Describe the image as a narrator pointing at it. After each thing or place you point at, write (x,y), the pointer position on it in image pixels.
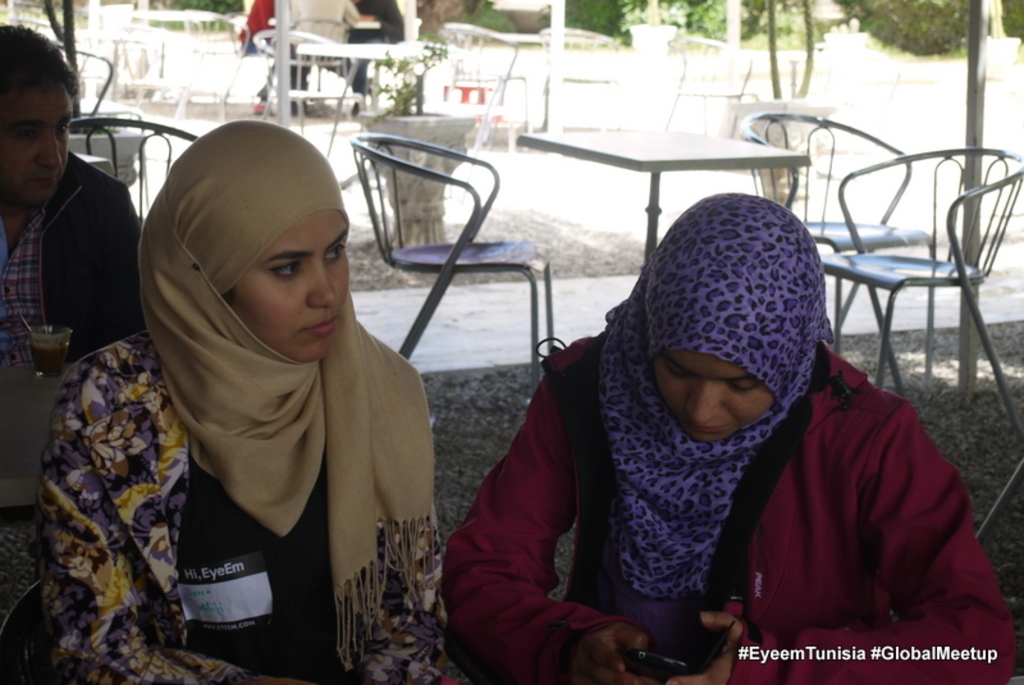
In the foreground of the picture (732,212) I can see two women (450,618) sitting on the chairs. There is a woman (563,452) on the right side (876,496) holding a mobile phone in her hands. I can see a man (115,235) wearing a black color jacket (95,171) on the left side (84,187). In the background (382,51), I can see the tables (382,51) and chairs (296,42) on the floor (523,53).
